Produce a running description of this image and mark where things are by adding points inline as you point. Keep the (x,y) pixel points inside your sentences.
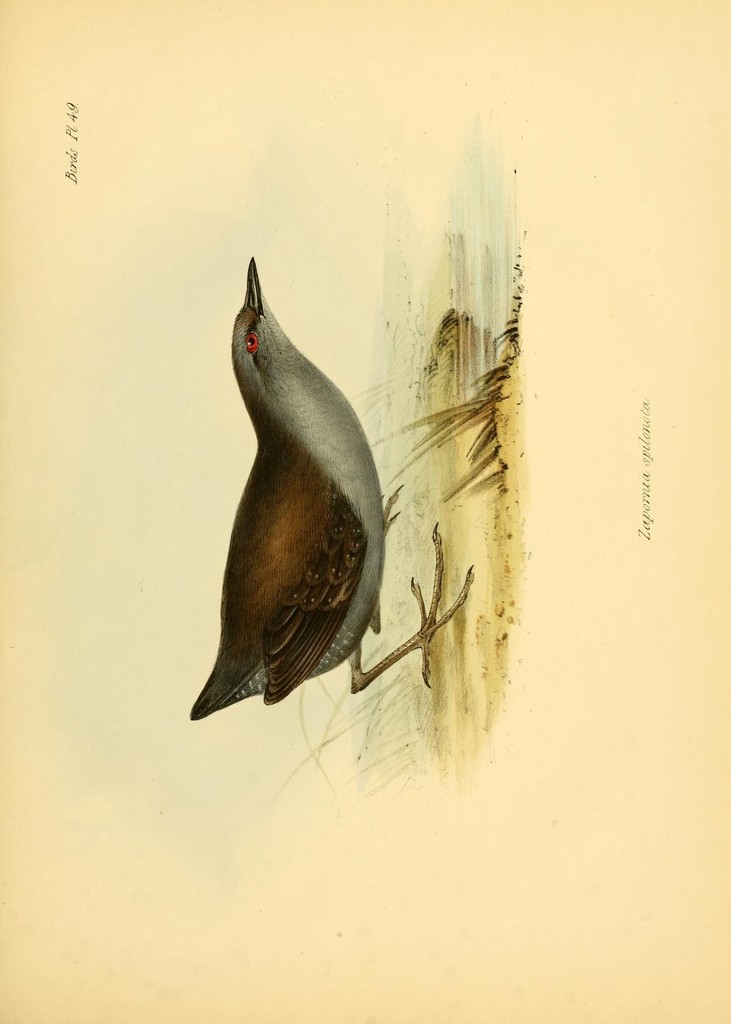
In the image I can see a painting (287,536) of a bird (267,698) and some grass (440,425).
